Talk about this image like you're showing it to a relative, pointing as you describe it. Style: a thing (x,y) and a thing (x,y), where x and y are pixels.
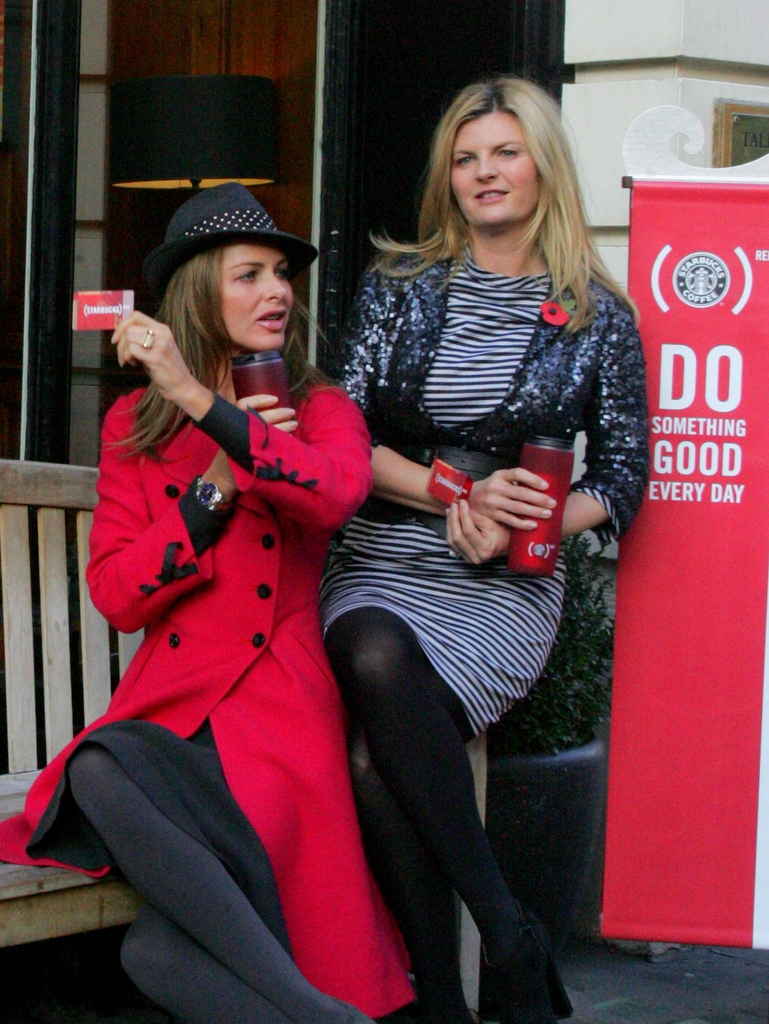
Here in this picture we can see two women (345,478) sitting on a bench (80,892) over there and both of them are carrying bottles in their hands (477,541) and the woman (230,530) on the left side (191,510) is wearing a red colored coat (209,452) on her and also wearing a hat (268,223) on her and both of them are holding some card (97,298) in their hand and behind them we can see a banner (712,500) present over there.
